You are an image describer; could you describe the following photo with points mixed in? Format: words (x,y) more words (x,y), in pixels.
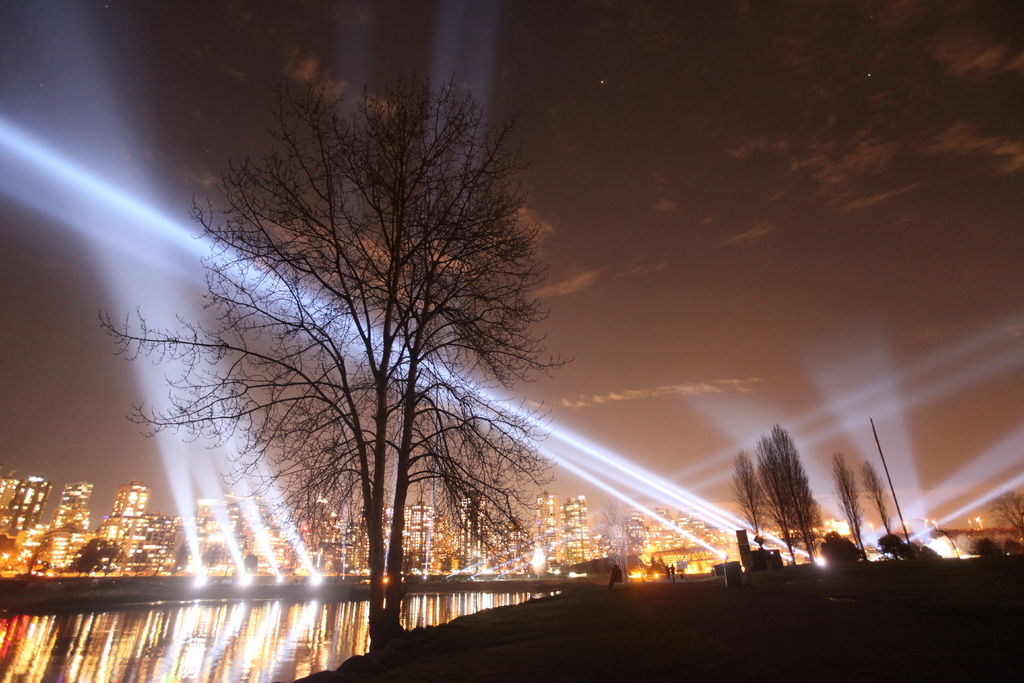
As per the image we can see there is a dry tree (329,391) in the middle (375,383). On the left (325,615) there is water (339,630). On the right (839,658), there is ground (670,629) and in the background (197,553) there are buildings (343,537) and on the top (699,95) there is a sky (819,191).
